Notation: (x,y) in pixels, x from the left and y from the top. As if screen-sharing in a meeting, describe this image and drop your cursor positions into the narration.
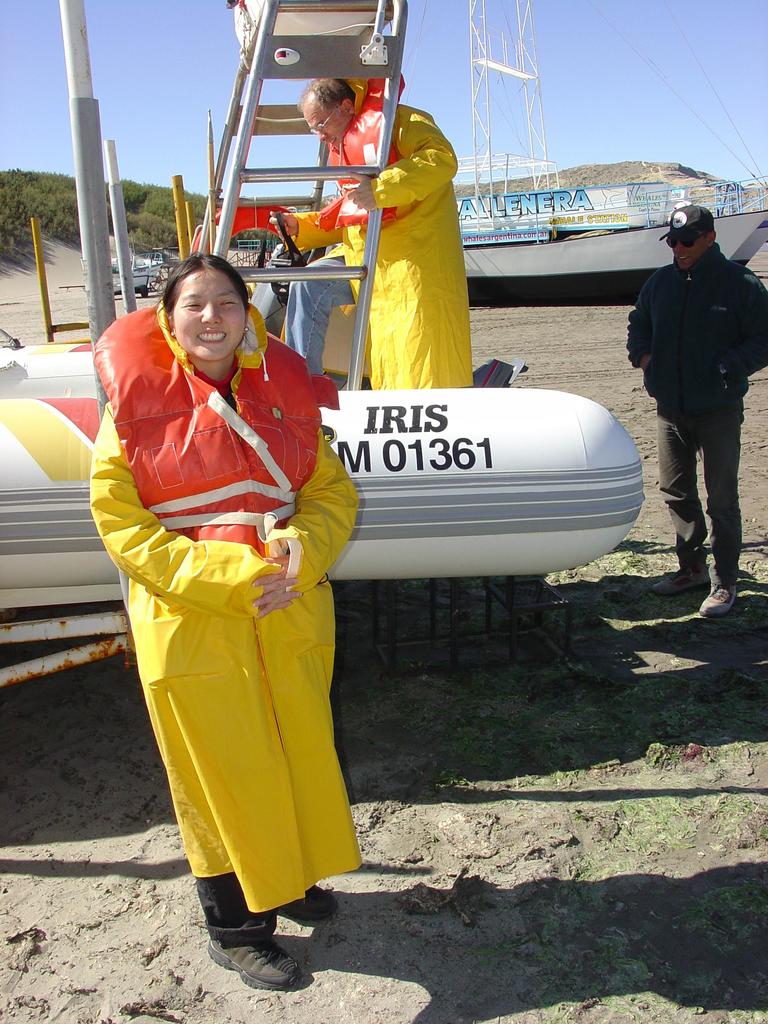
On the background of the picture (429,59) we can see a clear blue sky (432,36) and it seems like a sunny day. These are the hills (572,169). This is a tower (502,98). This is a hoarding board (558,214). These are the trees (147,201). In the middle of the picture (449,344) we can see one man (460,312) with a yellow jacket (423,275) and a orange coat (366,160) is about to climb a ladder (367,296). On the right side of the picture (703,376) we can see a man (716,462) standing with black shirt (687,327), he wore black colour goggles (690,244) and a cap (694,229) which is black in colour. In Front of the picture we can see a women (318,892) wearing a yellow jacket (258,909) with orange colour coat (238,458) and she is holding a pretty smile on her face (211,334).
